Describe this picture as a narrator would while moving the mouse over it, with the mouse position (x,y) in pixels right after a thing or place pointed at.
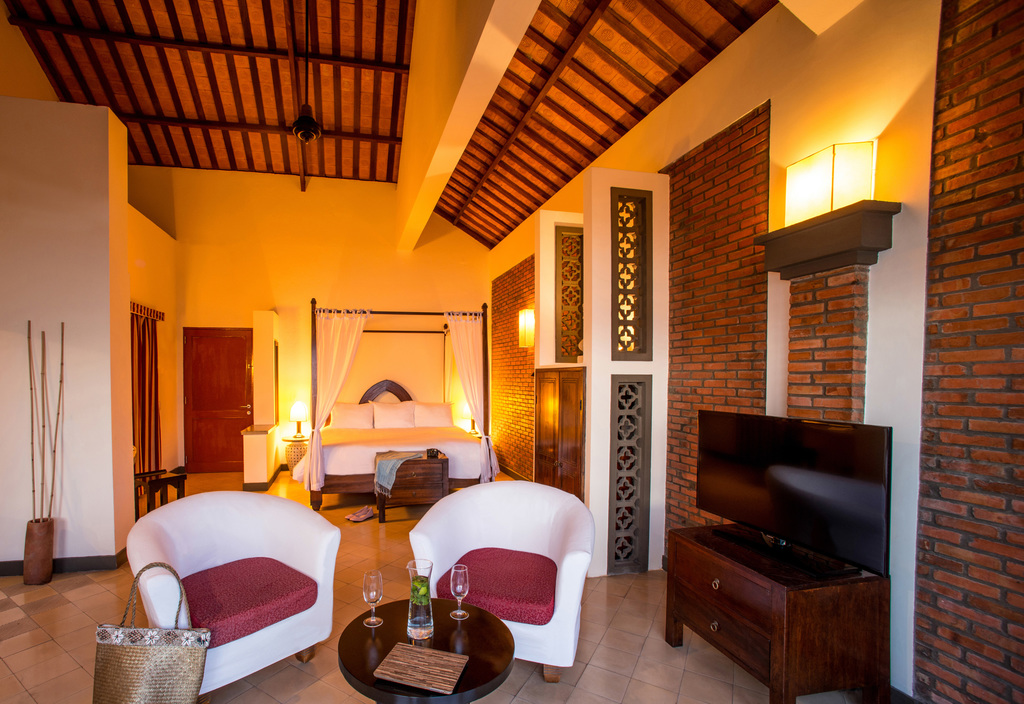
In this image I can see a handbag (187,684), two couches (300,574), few glasses (454,573) on this table (402,620), a television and a bed (453,433). I can also see few lights (294,415).
